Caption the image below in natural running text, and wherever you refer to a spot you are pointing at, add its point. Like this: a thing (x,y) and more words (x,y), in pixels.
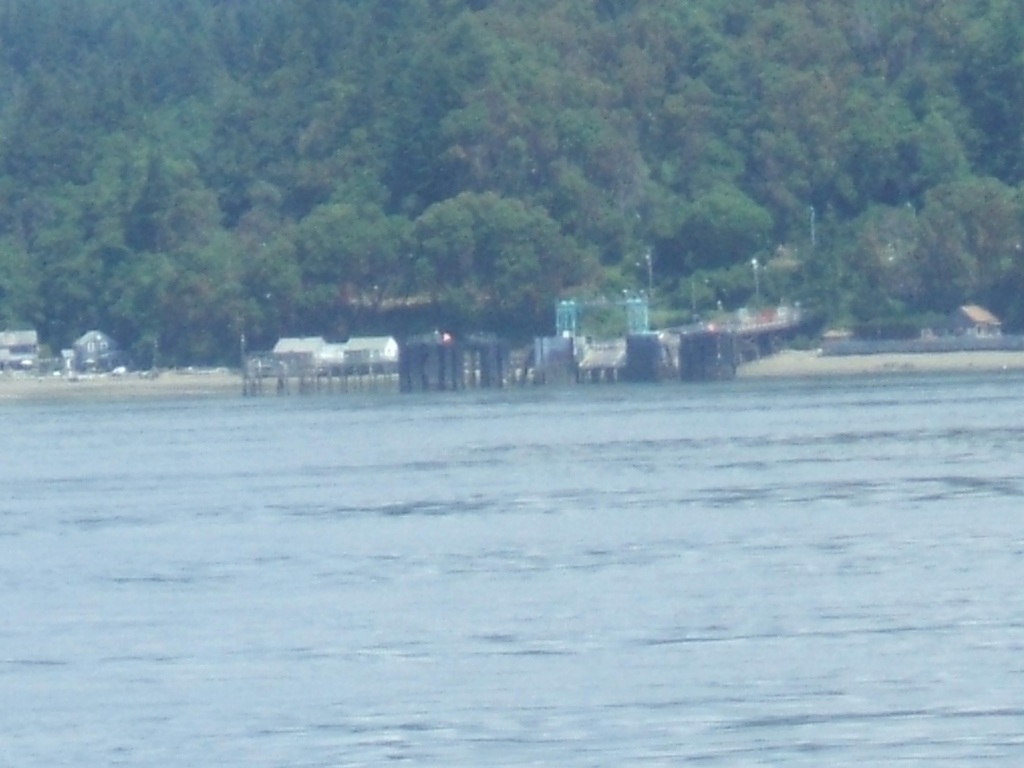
In this image we can see some houses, trees (710,124), poles (813,217), also we can see a platform (473,374) near to the river (451,545).
